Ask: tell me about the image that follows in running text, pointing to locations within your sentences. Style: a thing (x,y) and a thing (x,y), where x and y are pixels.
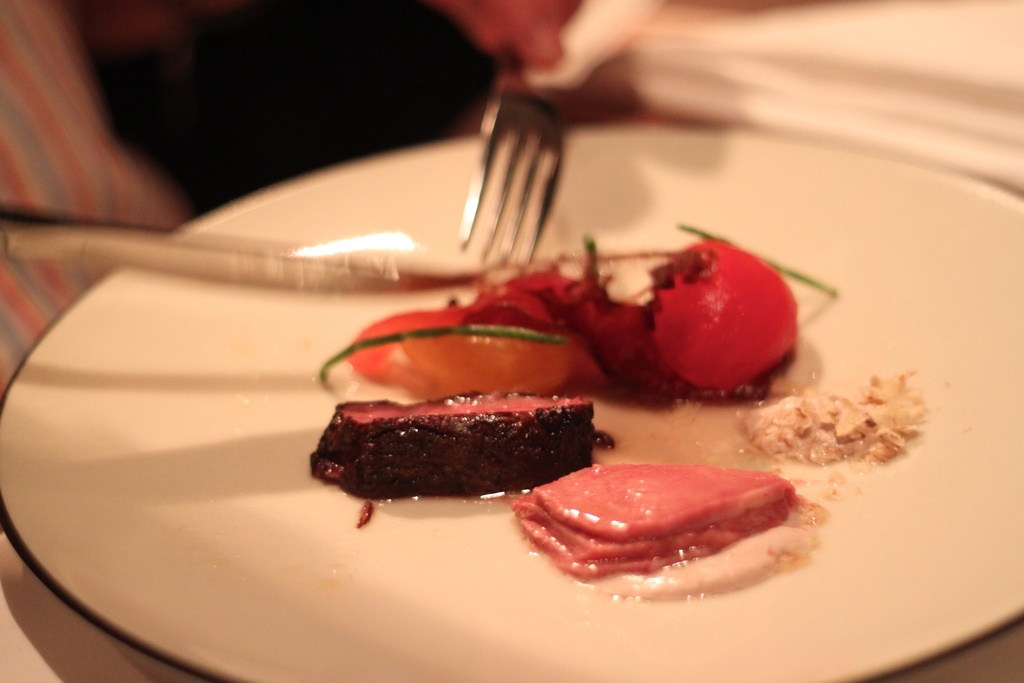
There are few eatables (683,474) placed on a white plate (648,458) and there is a knife (346,256) and a fork (527,161) beside it.
